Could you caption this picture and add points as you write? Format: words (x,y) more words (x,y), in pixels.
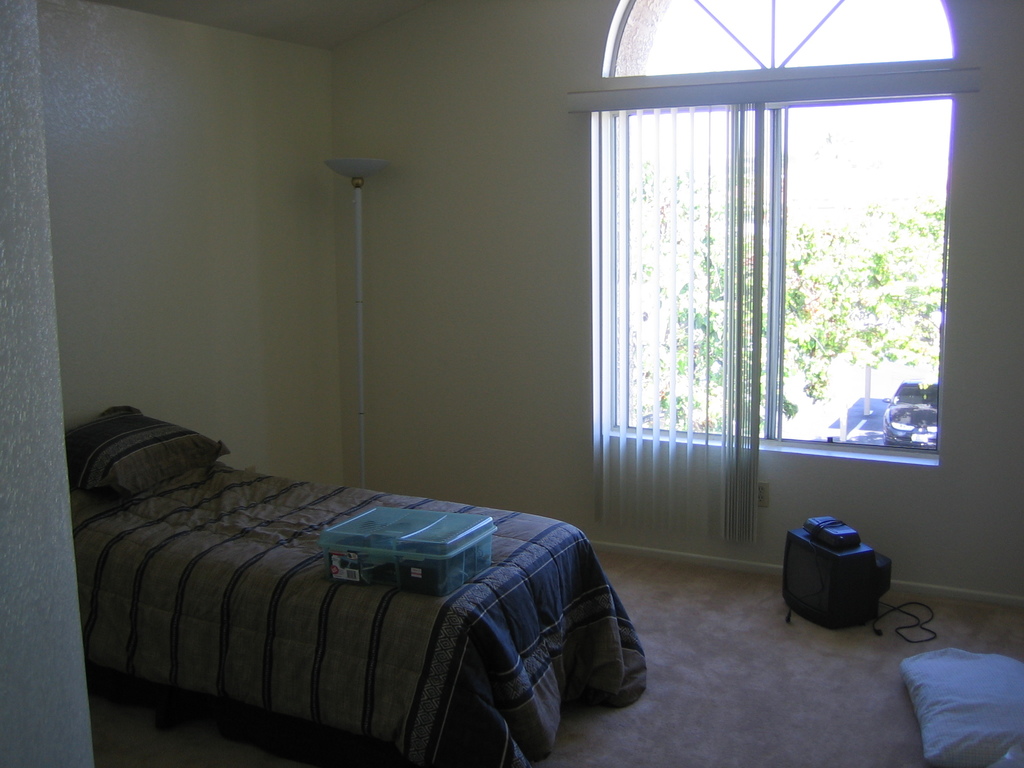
In this picture we can see a bed (493,697), here we can see a floor (722,672), pillows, box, television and some objects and in the background (736,544) we can see a wall (788,516), window (829,20), trees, curtain (744,534) and some objects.
